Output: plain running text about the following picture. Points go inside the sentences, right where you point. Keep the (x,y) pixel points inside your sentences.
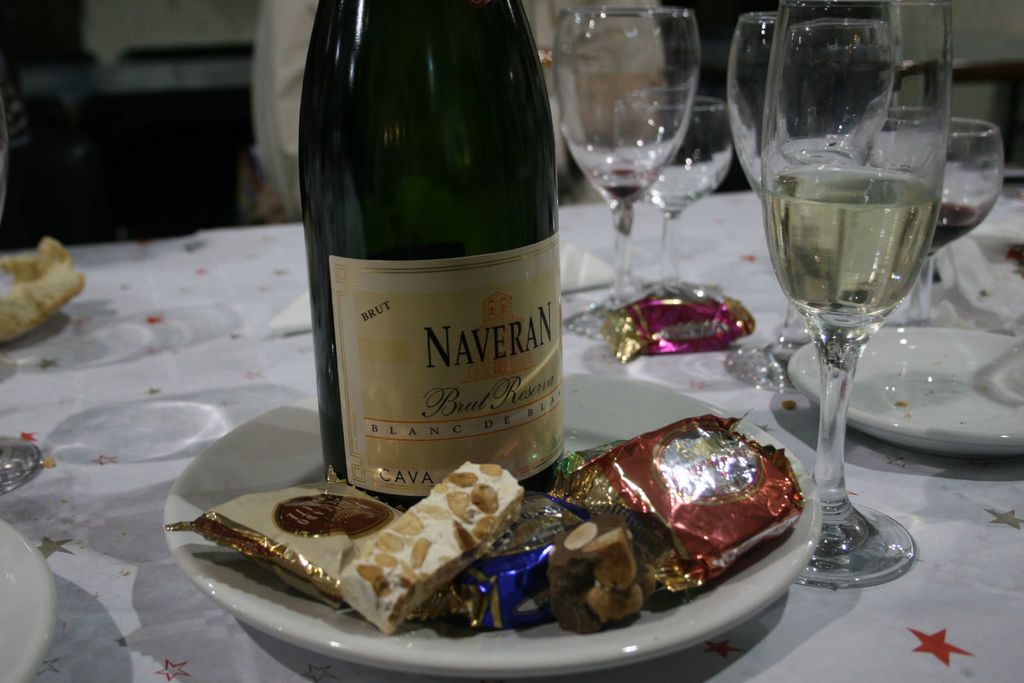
In this image I can see a wine bottle (437,192), few chocolates (603,550) and cookies (567,566) on the white color plate (650,611). I can see few glasses (645,152), plates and few objects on the table (196,340).
